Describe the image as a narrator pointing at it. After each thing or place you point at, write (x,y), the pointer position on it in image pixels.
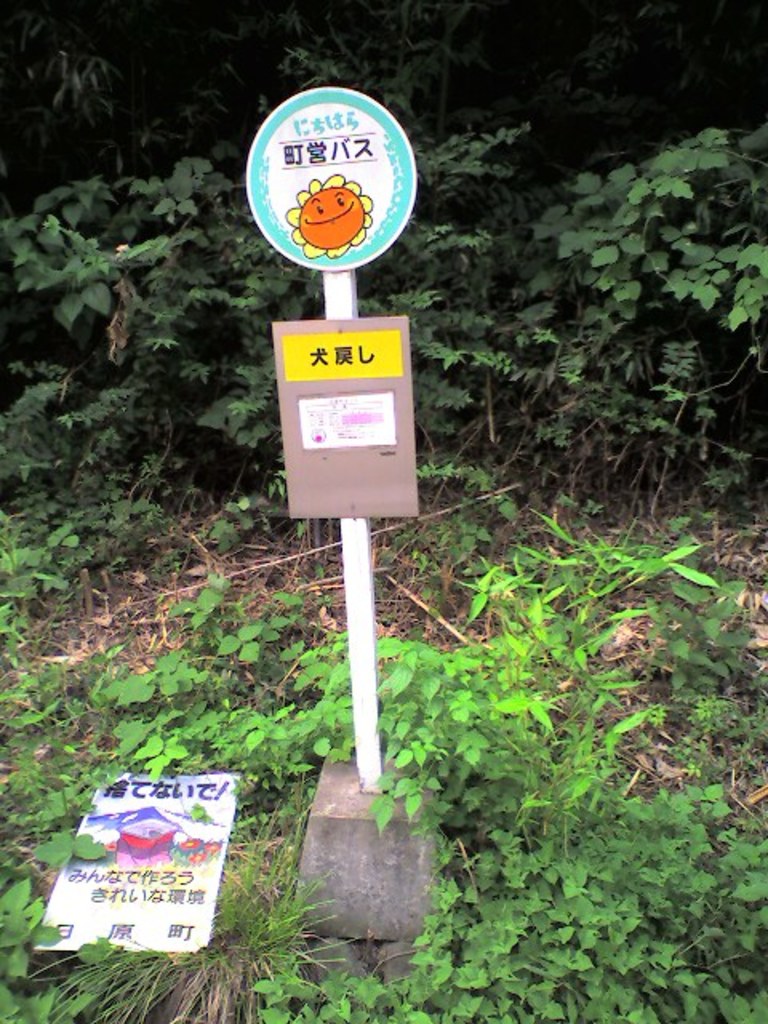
In this image we can see plants (506,736), pole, boards (408,396), and grass (256,918).
